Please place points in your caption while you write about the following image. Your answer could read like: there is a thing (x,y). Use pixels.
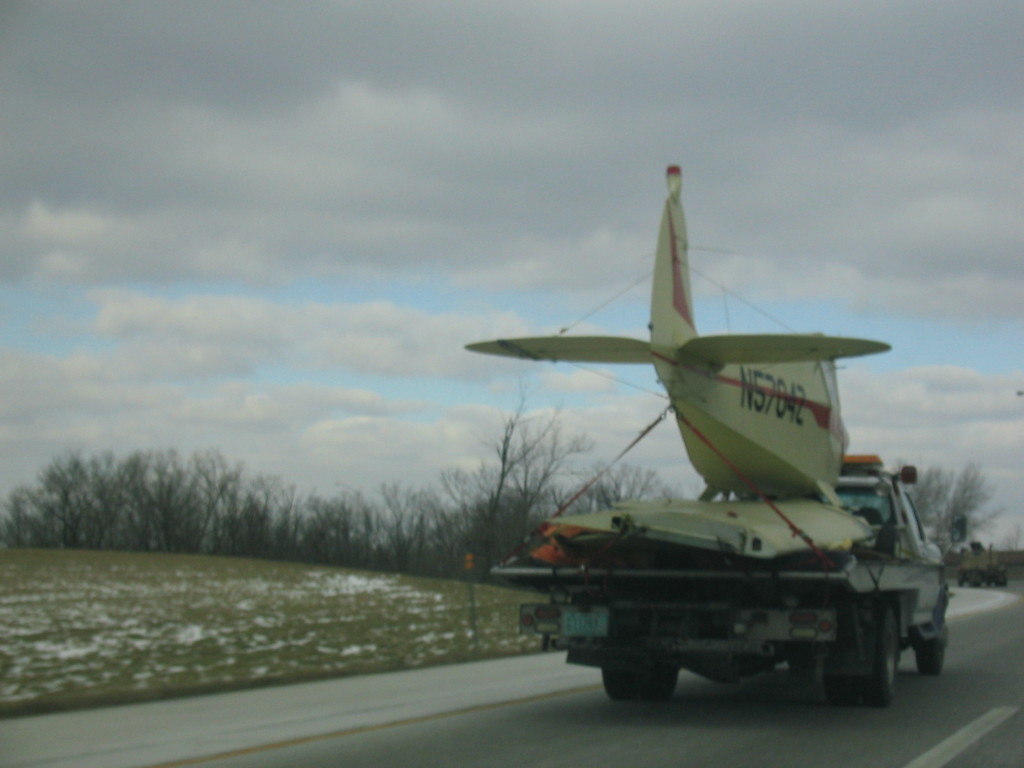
In this picture I can see the vehicles (760,577) on the road (664,714). I can see green grass (254,638). I can see the aircraft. I can see trees (394,514). I can see clouds (498,97) in the sky (416,230).
